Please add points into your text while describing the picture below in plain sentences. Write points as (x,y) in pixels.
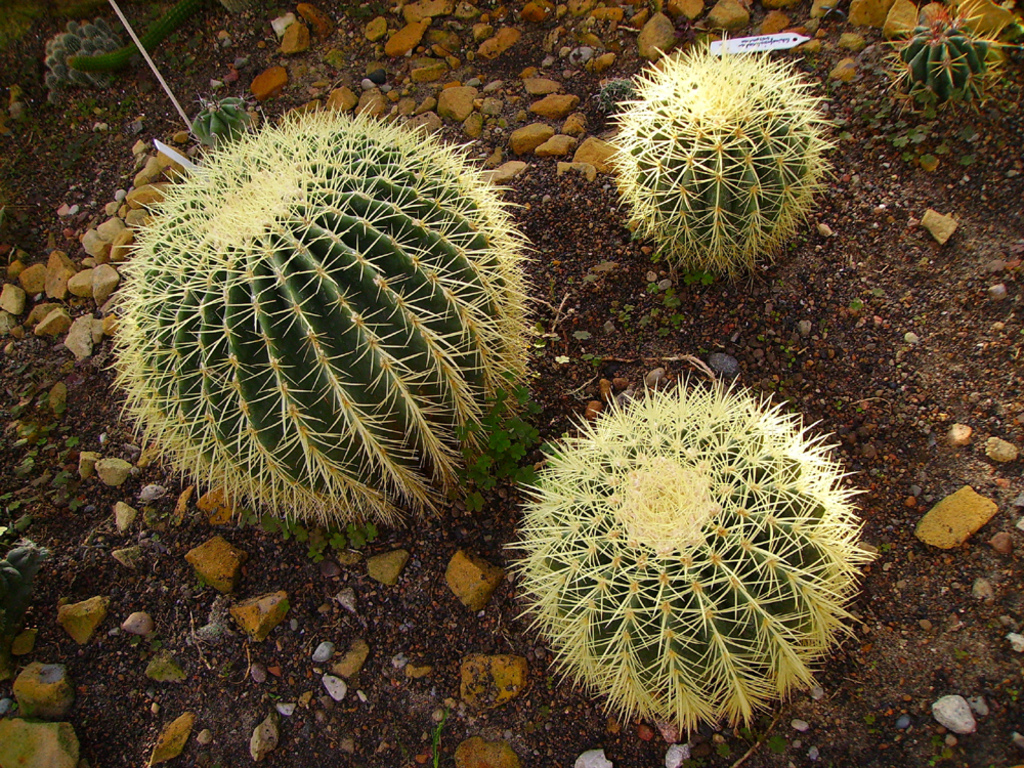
In this image, we can see ball cactus (644,517) on the ground (841,313) covered with some stones (533,66).
